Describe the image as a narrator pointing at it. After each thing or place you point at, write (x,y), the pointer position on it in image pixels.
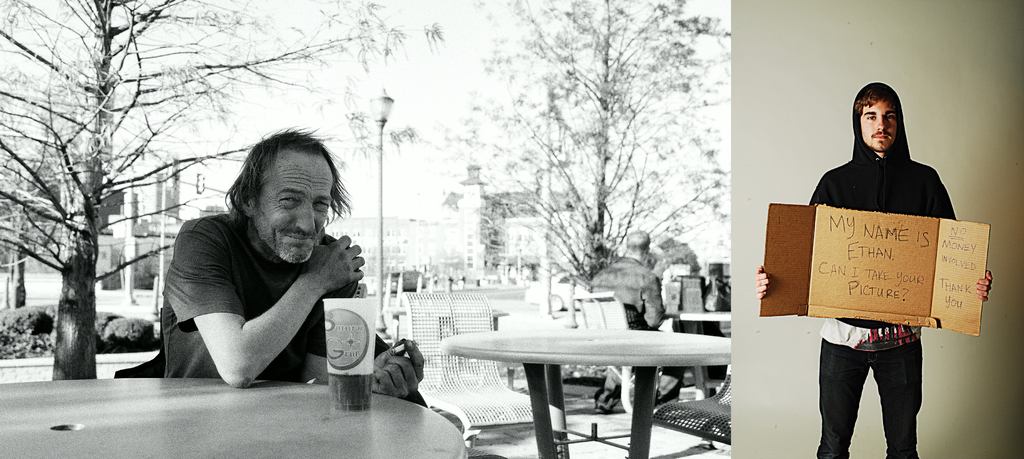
on the right side of this image (869,190) I can see a man (895,177) standing. He's wearing black jacket (933,208) and holding one sheet (920,287) in his hands (981,286). On the left bottom of this image (207,419) I can see a table (263,417) and a glass (366,405) on it. one person (245,345) is sitting on the chair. He is having cigarette (397,350) in his hand (398,347). In the background (413,252) I can see buildings (396,233) and one street light (383,170) and trees (603,163) as well. On the left side (28,315) I can see some plants (128,324). In the centre of the image (639,280) I can see another person (605,271) sitting.
